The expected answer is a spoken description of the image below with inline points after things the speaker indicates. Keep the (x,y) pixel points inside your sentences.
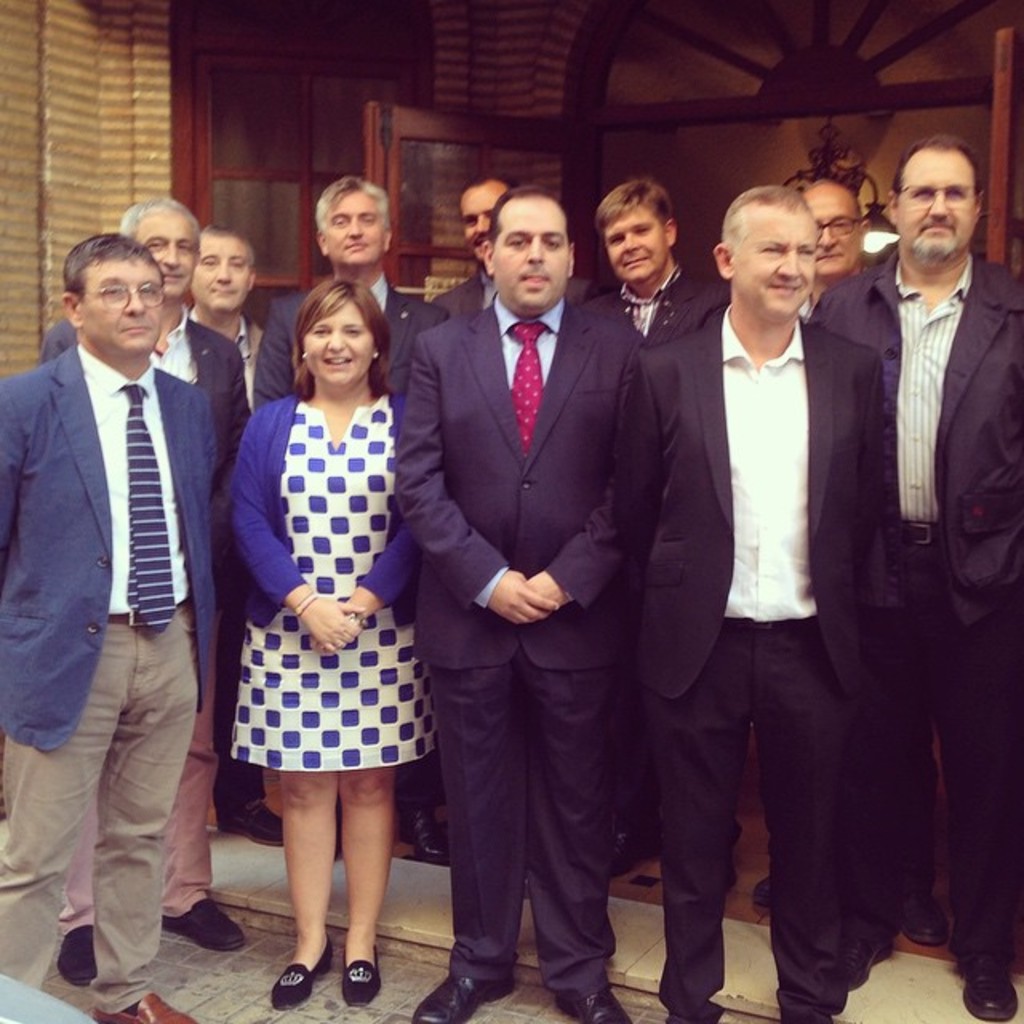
In this image we can see the people (512,714) standing on the ground (424,879). And at the back (279,126) we can see the wall (435,100) with the window (332,155) and there is the door (905,93).
